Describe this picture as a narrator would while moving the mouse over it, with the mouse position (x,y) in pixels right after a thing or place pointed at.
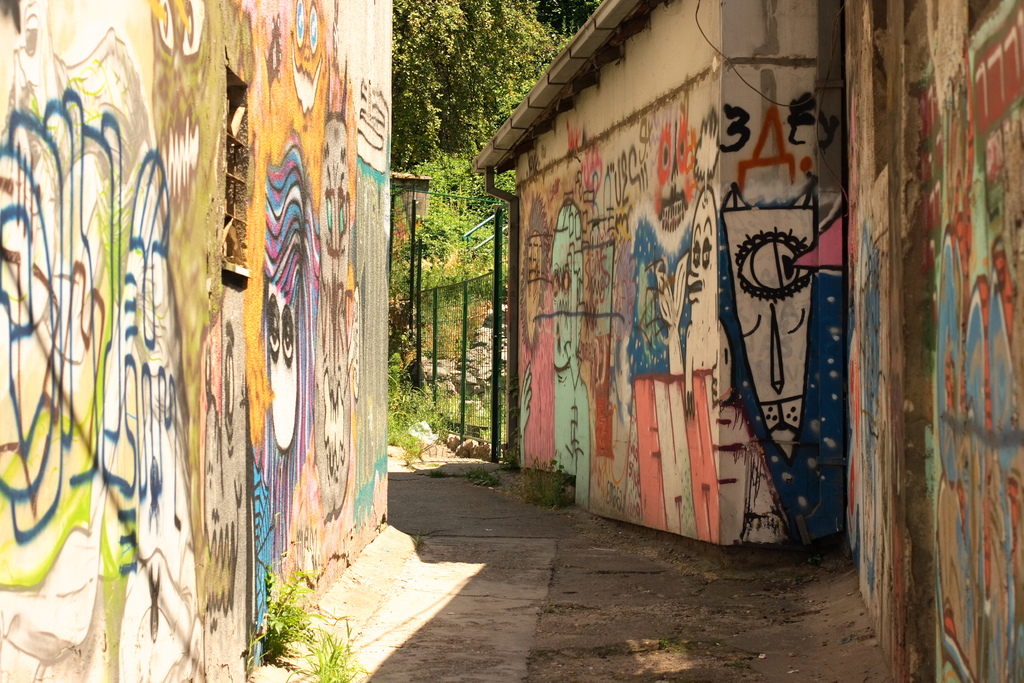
Graffiti (200,343) is on walls (791,326). Far there are trees (430,92) and fence (468,335).
